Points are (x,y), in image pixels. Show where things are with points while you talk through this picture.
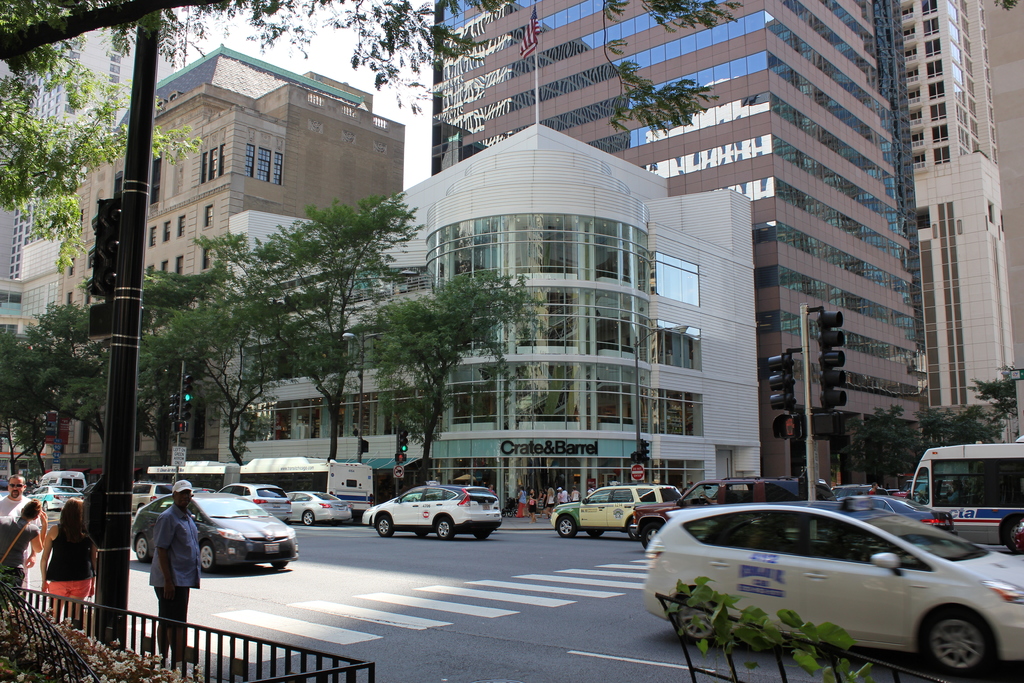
In this image we can see a few people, there are buildings (463,229), windows (452,255), there are few vehicles (211,537) on the road (632,539), there are traffic lights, poles (112,585), fencing (274,667), plants (157,664), also we can see trees (365,34), signboard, and the sky (351,42).
